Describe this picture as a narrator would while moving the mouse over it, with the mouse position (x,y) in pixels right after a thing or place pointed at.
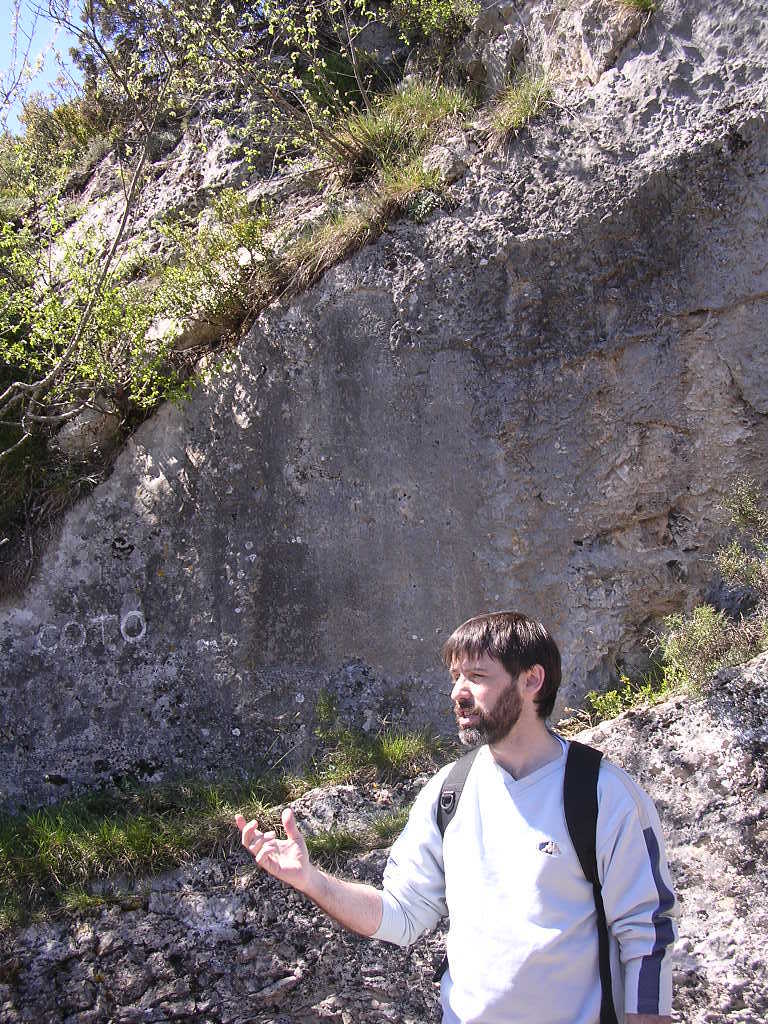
In the foreground of this picture (540,802), there is a man (510,864) wearing back pack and he is talking something. In the background (266,500), there is a rock (290,354), grass (380,190), plants (222,66) and the sky (44,58).
